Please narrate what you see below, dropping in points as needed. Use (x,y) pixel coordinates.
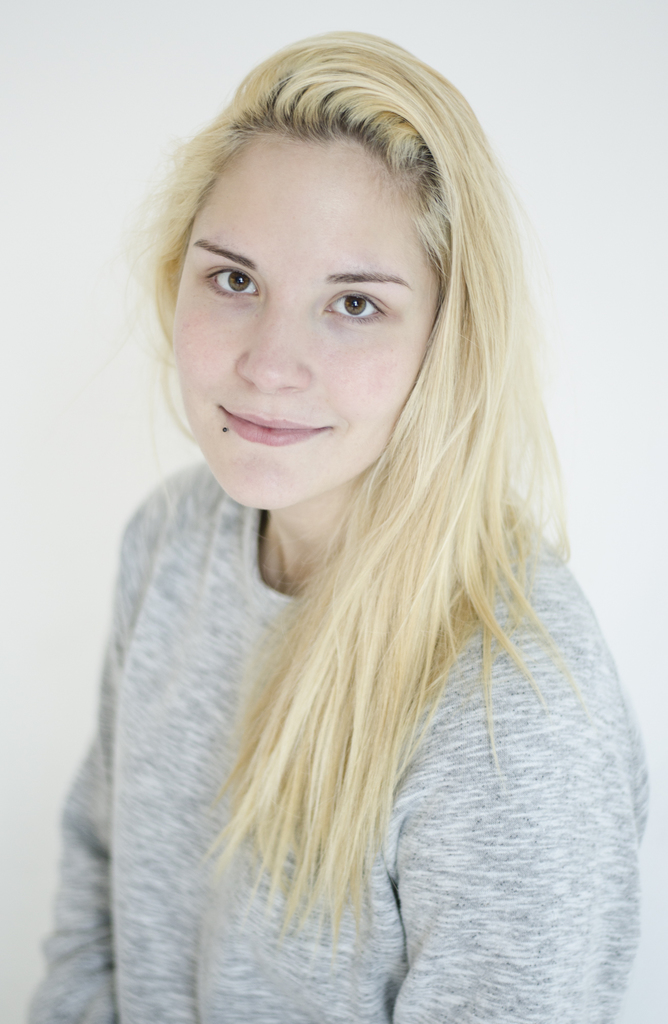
In this image I see a woman (263,470) who is wearing grey color top (540,844) and I see that it is totally white in the background (509,145).
